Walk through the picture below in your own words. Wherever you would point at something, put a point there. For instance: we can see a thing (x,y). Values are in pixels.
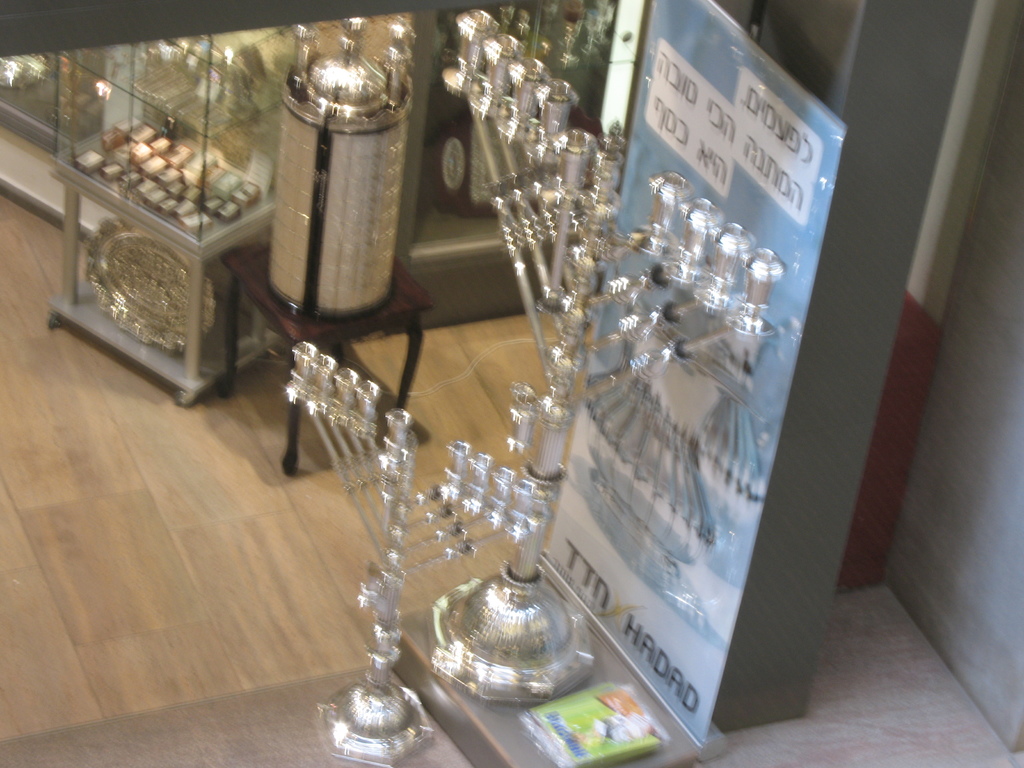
In this image there are glass cupboards (179,196), table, hoarding (780,246), wooden floor (432,574) and objects (342,294). Something is written on the hoarding (665,478).
